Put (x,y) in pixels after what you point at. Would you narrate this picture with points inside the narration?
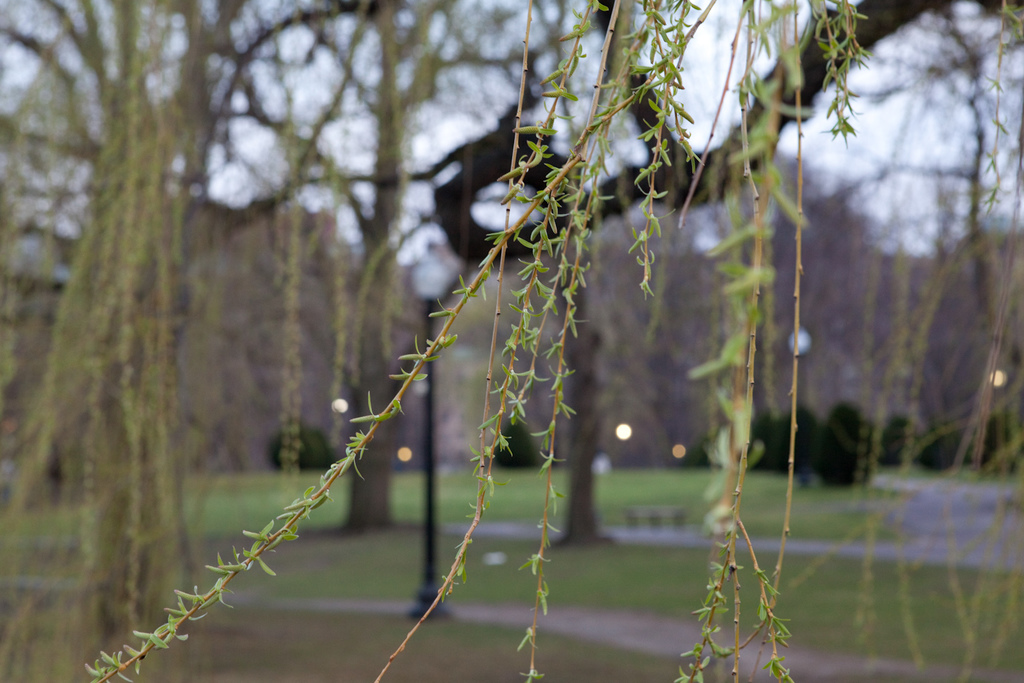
In this image we can see so many big trees (279,359), some lights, one pole (425,605), one road (913,523), some plants (228,578), bushes (888,441) and green grass (762,523) on the ground (978,593). At the top (908,164) there is the sky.
